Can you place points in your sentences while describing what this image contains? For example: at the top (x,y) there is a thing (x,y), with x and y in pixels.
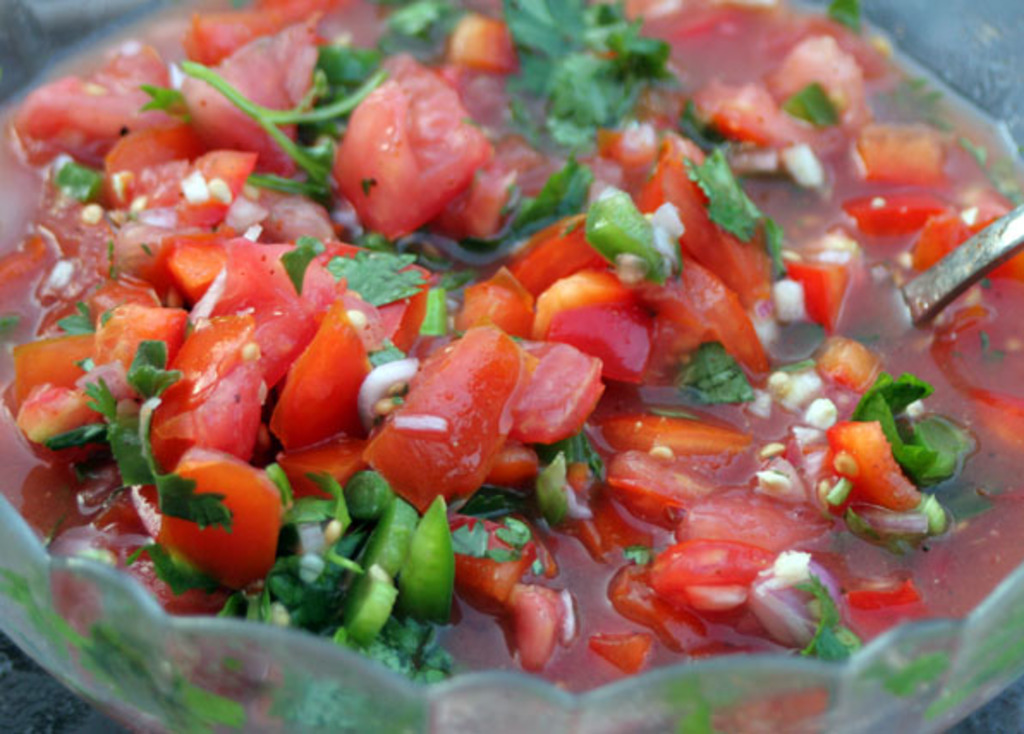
In this image we can see a bowl (1006,586) with a food item (703,421). Food item (463,228) contains tomato pieces (414,323), some leaves (406,284), water (708,406) and some other items (274,223).
